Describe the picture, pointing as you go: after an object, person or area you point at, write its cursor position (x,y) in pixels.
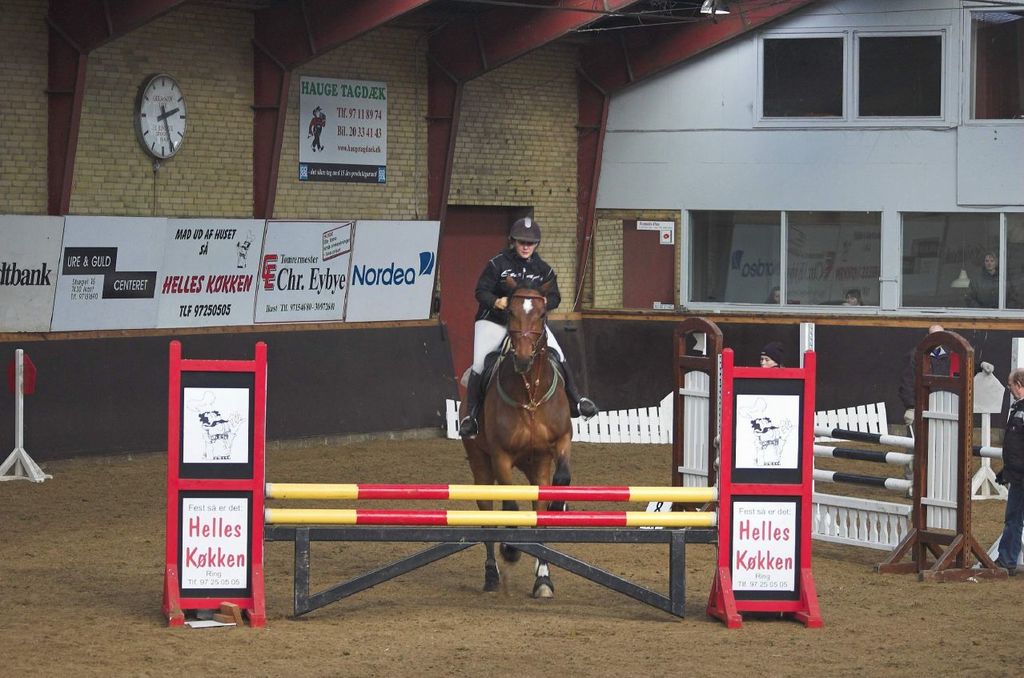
In this picture there is a man (479,338) sitting on a horse (508,423). There are barricades (766,496), posters (121,222), wall clock (155,110) and some people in building (934,238). There is a man (1007,509) standing.
